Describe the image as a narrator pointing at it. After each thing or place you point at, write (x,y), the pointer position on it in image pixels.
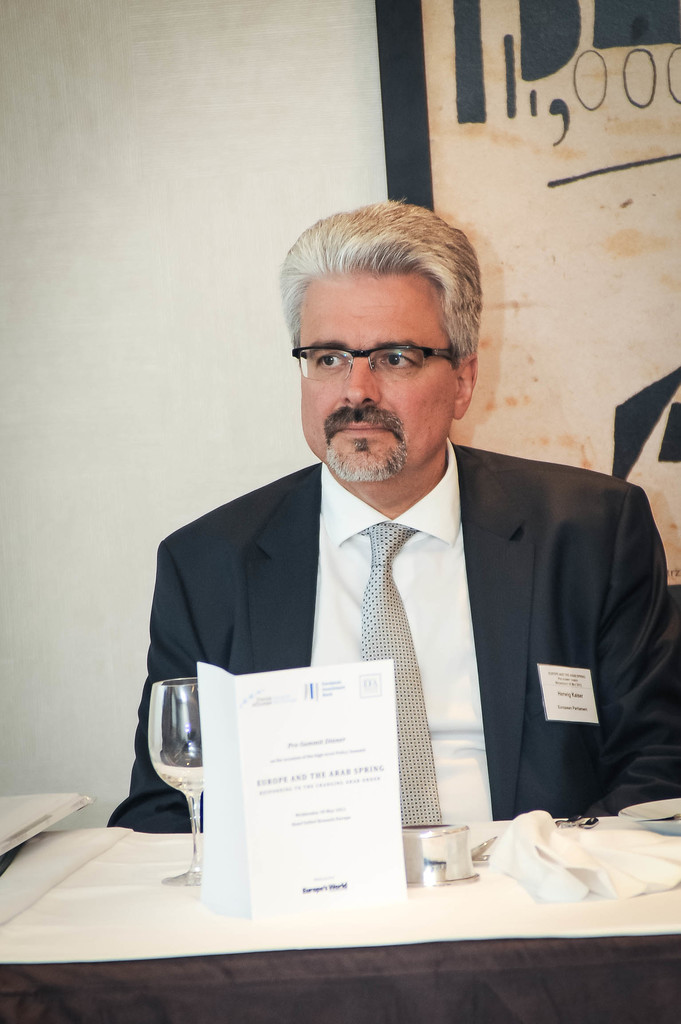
A man (415,669) is sitting on a chair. On a table (443,976) there is a glass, tissue (534,837), paper (388,809) and a book (345,843). Behind him there is a frame (471,156) on a wall (200,169).
